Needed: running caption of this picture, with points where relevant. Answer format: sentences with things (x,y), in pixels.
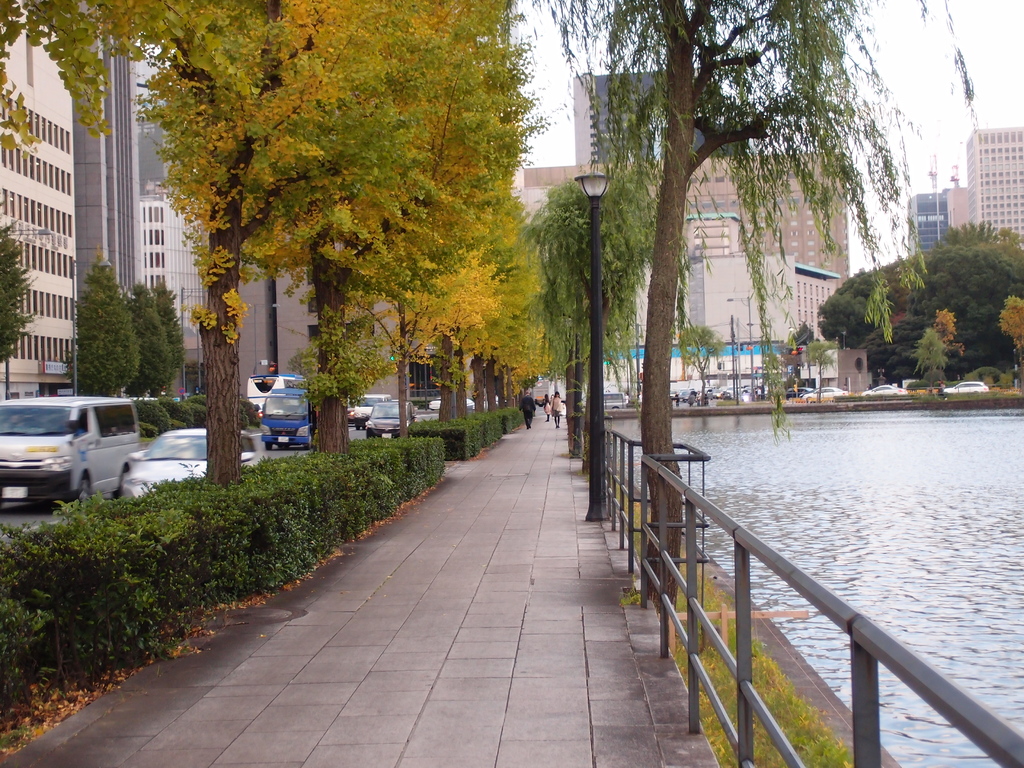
In this picture we can see a few people (522,414) on the path (547,431). There are bushes (147,579), trees (421,311), some fencing (638,440), grass (775,764) and poles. We can see vehicles (75,437) on the road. There are buildings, other objects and the sky (926,98).
